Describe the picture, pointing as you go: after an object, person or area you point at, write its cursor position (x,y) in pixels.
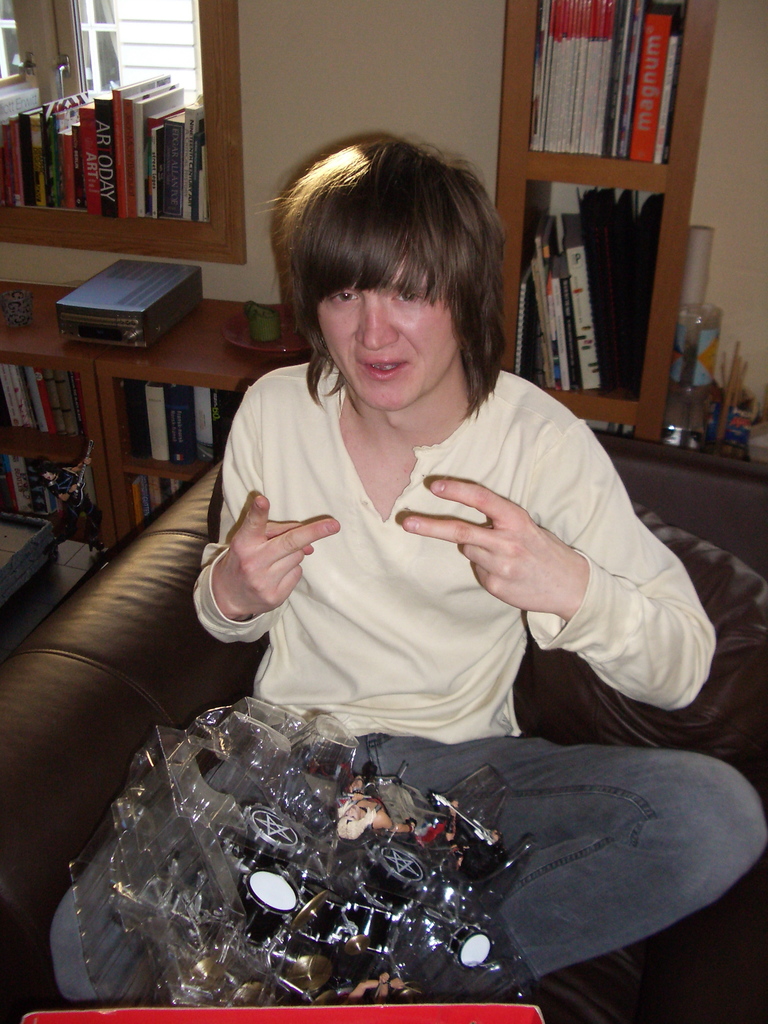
In the picture we can see a person (725,846) sitting on the sofa (62,761) and on the person (739,844) we can see something is kept and behind the person (738,829) we can see some rack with full of books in it and we can see a window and near it also we can see some books (45,167).
